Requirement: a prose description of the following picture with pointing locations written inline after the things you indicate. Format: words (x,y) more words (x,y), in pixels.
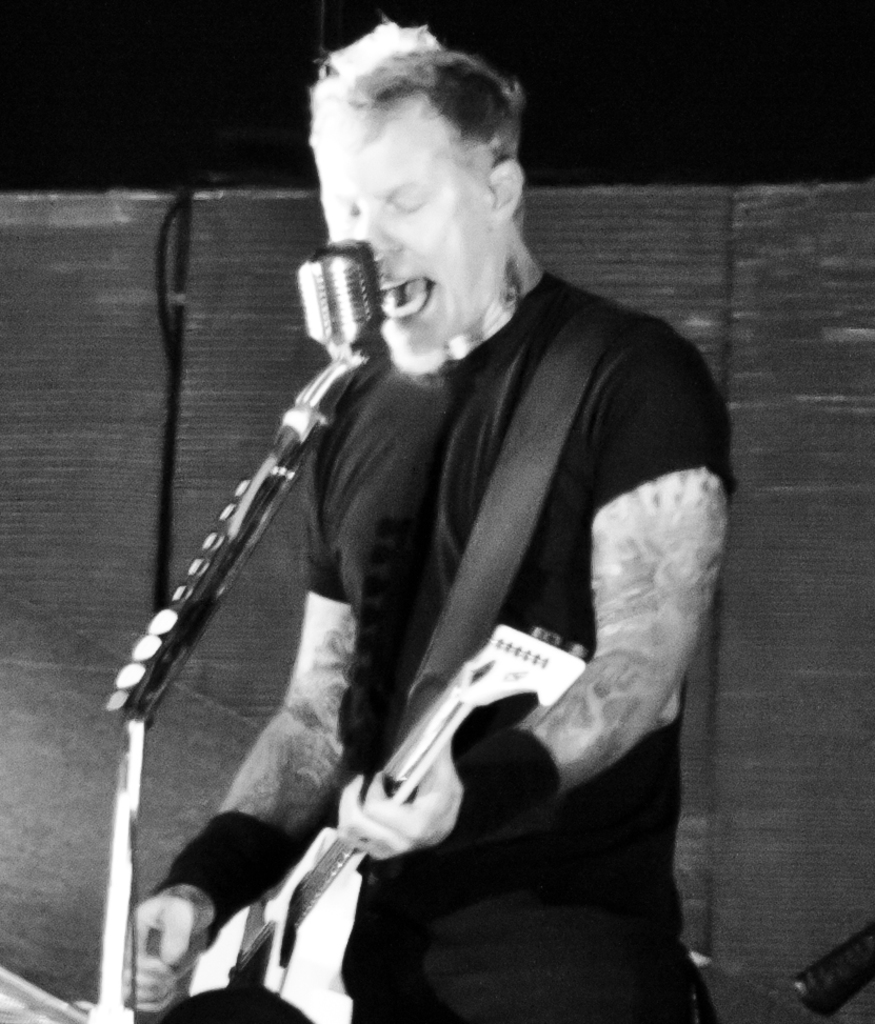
This is a black & white picture. Here we can see one man (494,997) standing in front of a mike (169,617) and playing guitar (346,858) and singing.
